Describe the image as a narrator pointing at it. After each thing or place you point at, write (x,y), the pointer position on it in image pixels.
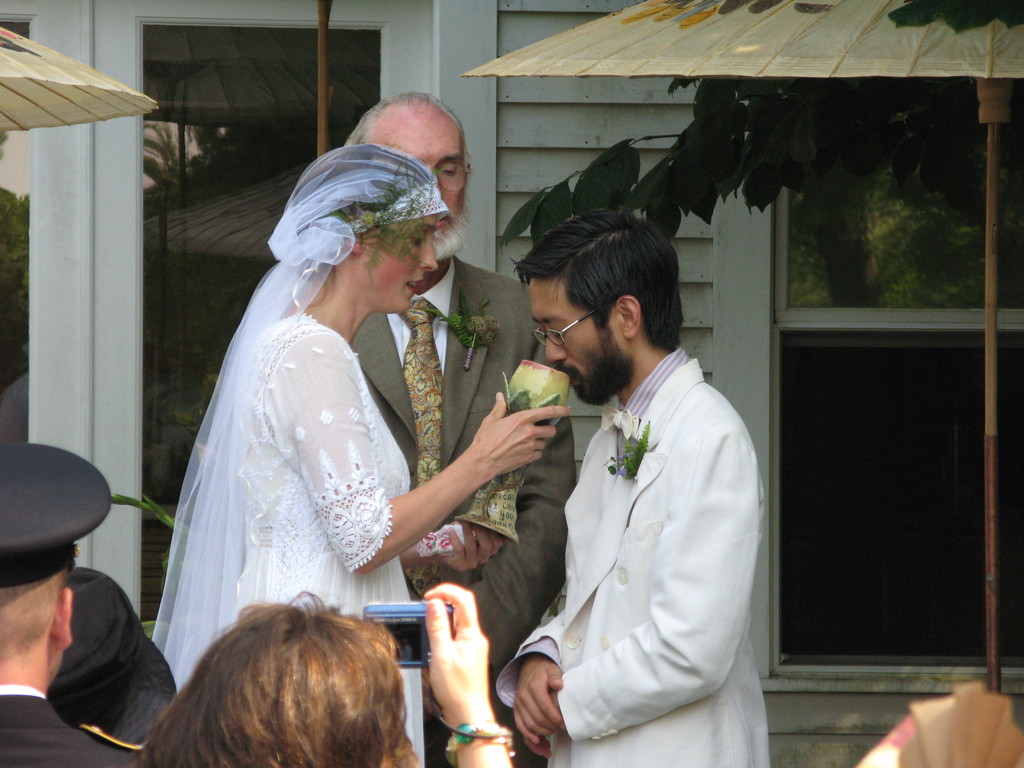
In this image there is a woman (383,434) who is making the man (617,451) to drink with the glass (555,371). There is a man (621,515) in front of her. In the background (463,349) there is an old man (472,325) who is in between the man (627,491) and the woman (328,268). On the right side (871,292) there is a window (879,262) in the background (940,232). At the bottom (373,681) there are few people (265,680) taking the pictures with the camera (406,609). There are umbrellas (68,69) on either side of the image. In the background (117,51) there is a glass door (240,102).
